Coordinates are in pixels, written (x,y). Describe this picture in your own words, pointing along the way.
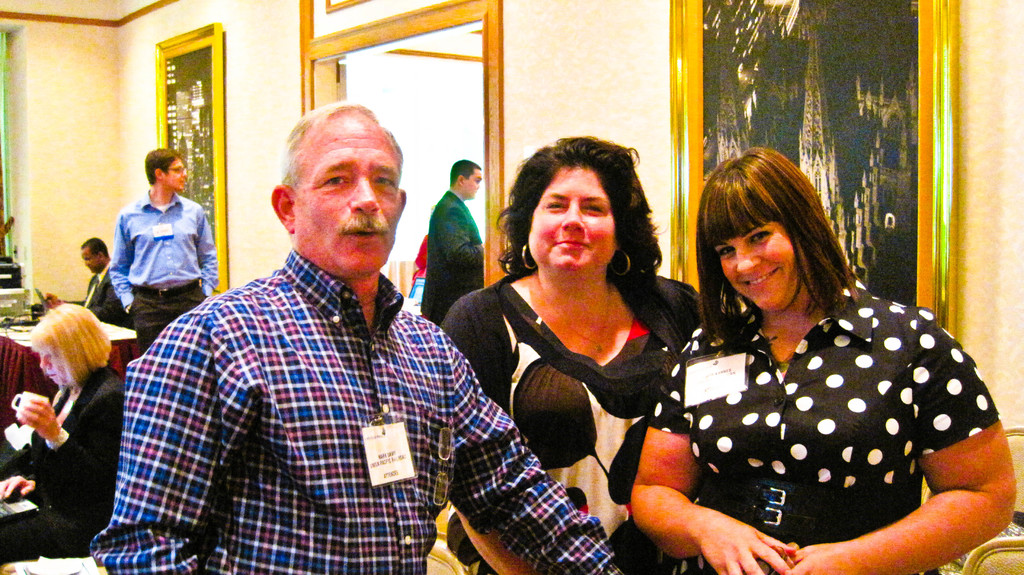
In this image, we can see people (184,428) and some are wearing id cards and we can see two people (62,340) sitting on the chairs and are holding objects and there is a laptop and some objects (12,302) on the tables (15,372). In the background (516,117), there are frames (223,70) on the wall (18,173) and we can see chairs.
